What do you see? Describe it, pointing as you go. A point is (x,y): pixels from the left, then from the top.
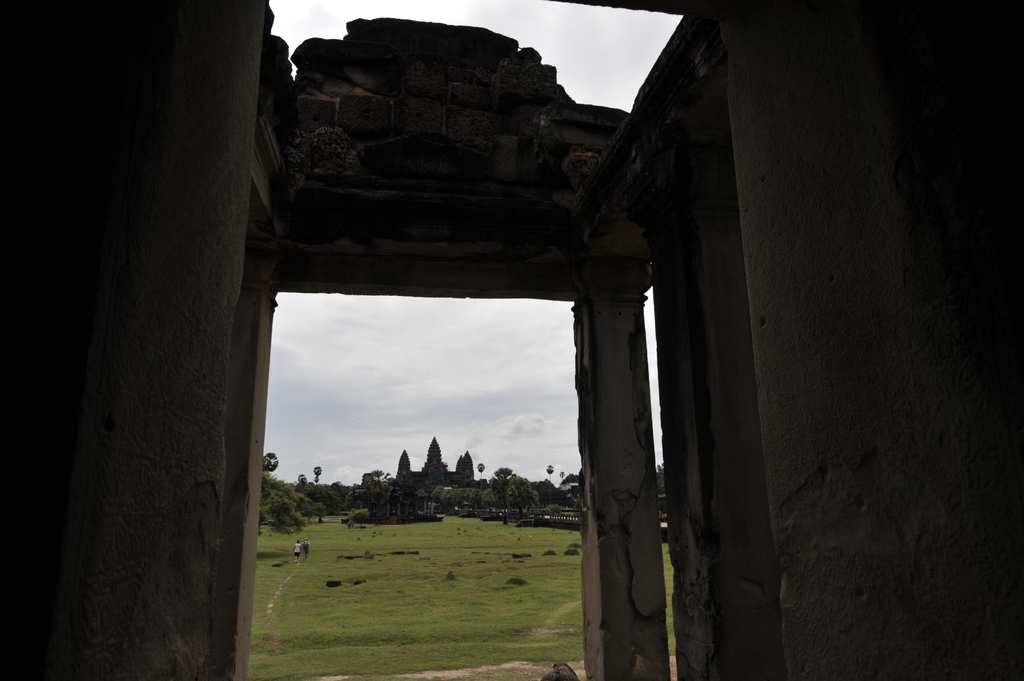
In this picture we can see an arch (493,190) in the front (471,190), in the background (490,487) there are trees (278,512) and grass (425,619), we can see two persons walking on the left side (306,549), there is the sky (427,392) at the top of the picture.
